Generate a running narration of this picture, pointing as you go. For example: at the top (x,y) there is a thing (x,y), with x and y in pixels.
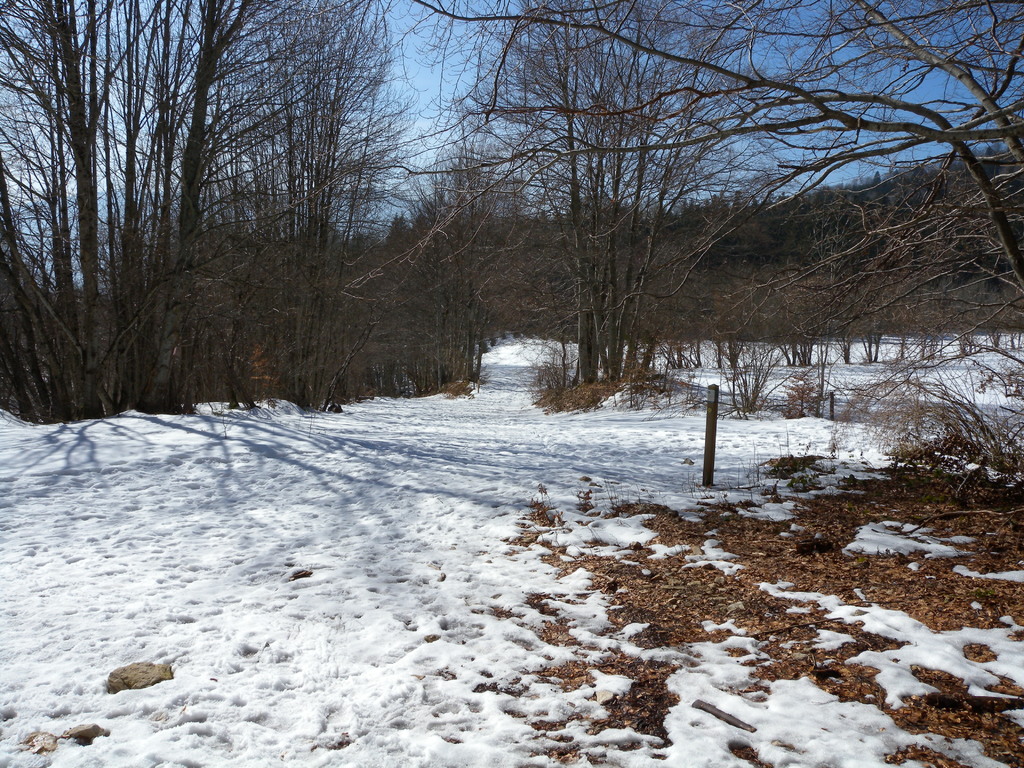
In the foreground (572,528) I can see ice (550,568) and a pole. In the background (775,276) I can see trees (362,271). On the top (438,112) I can see the sky (460,117). This image is taken during a day near the mountain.
